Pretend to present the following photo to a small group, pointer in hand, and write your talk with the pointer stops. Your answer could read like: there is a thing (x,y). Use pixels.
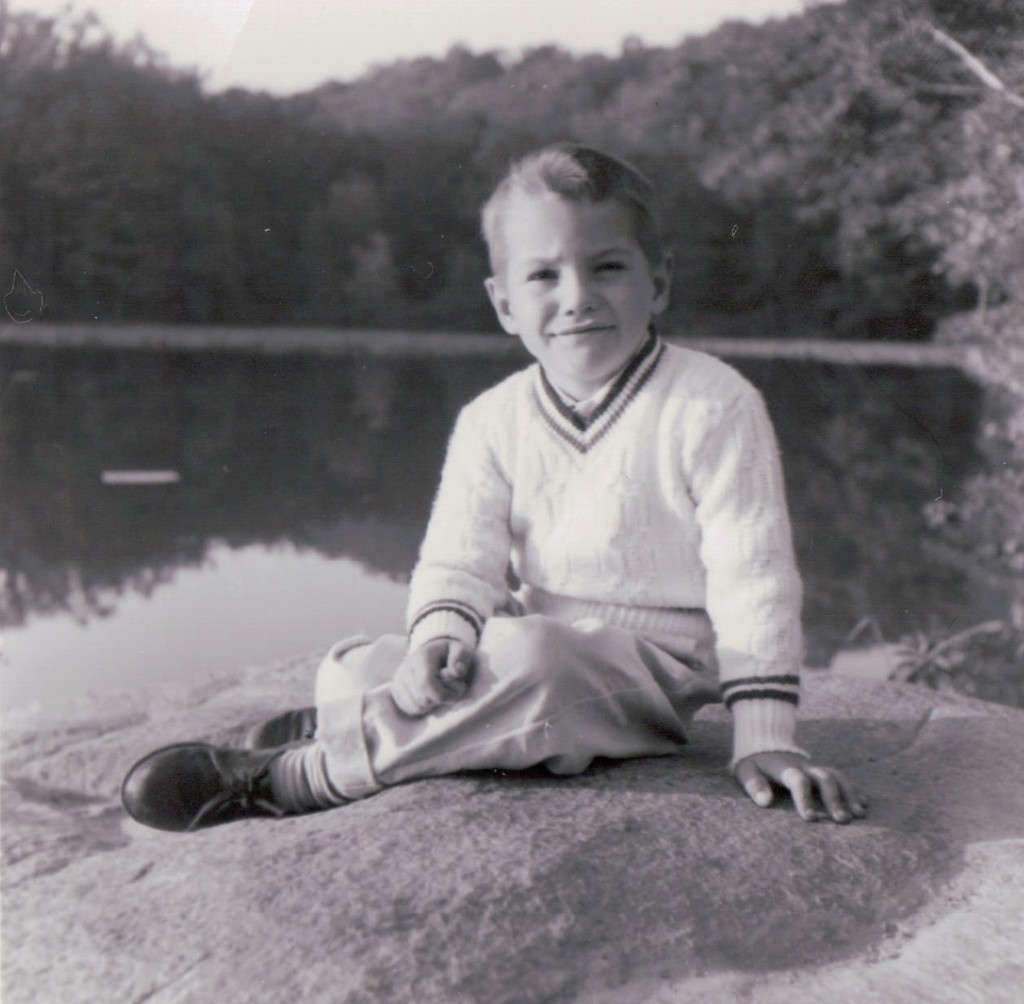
In this image, we can see a child (492,712) sitting on the rock (579,857) and in the background (512,102), there are trees (898,206). At the back (338,438), there is water (329,447).
